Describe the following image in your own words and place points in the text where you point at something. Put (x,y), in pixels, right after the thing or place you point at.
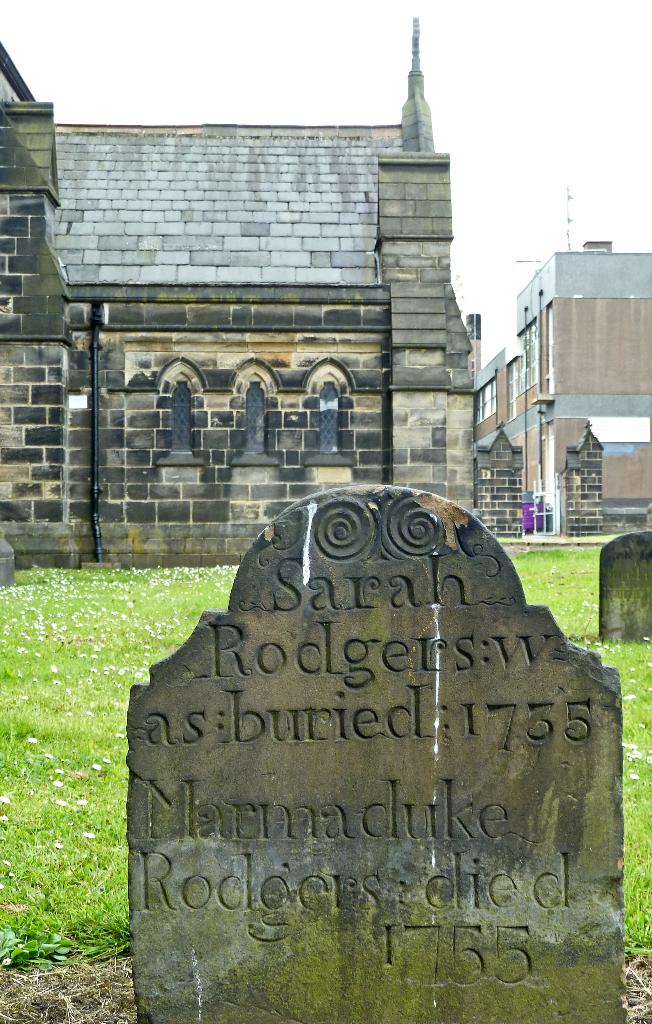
This image is taken outdoors. At the top of the image (265,57) there is the sky (573,152). In the background (198,353) there are a few buildings (428,370) and there is a ground (48,646) with grass (90,590) on it. On the right side of the image (601,588) there is a stone (617,575) on the ground (578,591). In the middle of the image (323,599) there is a tombstone (274,900) with a text (394,791) on it.
